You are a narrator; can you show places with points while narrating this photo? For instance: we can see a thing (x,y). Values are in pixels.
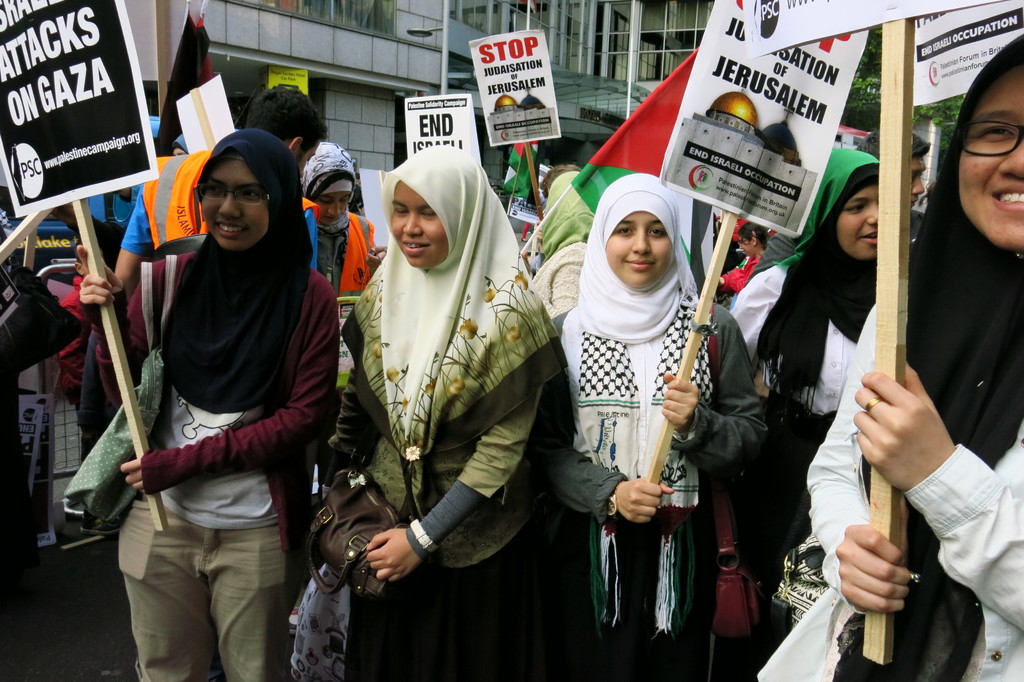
In this image we can see women (426,368) standing on the road (84,598) and holding placards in their hands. In the background (434,34) we can see buildings (333,16).
